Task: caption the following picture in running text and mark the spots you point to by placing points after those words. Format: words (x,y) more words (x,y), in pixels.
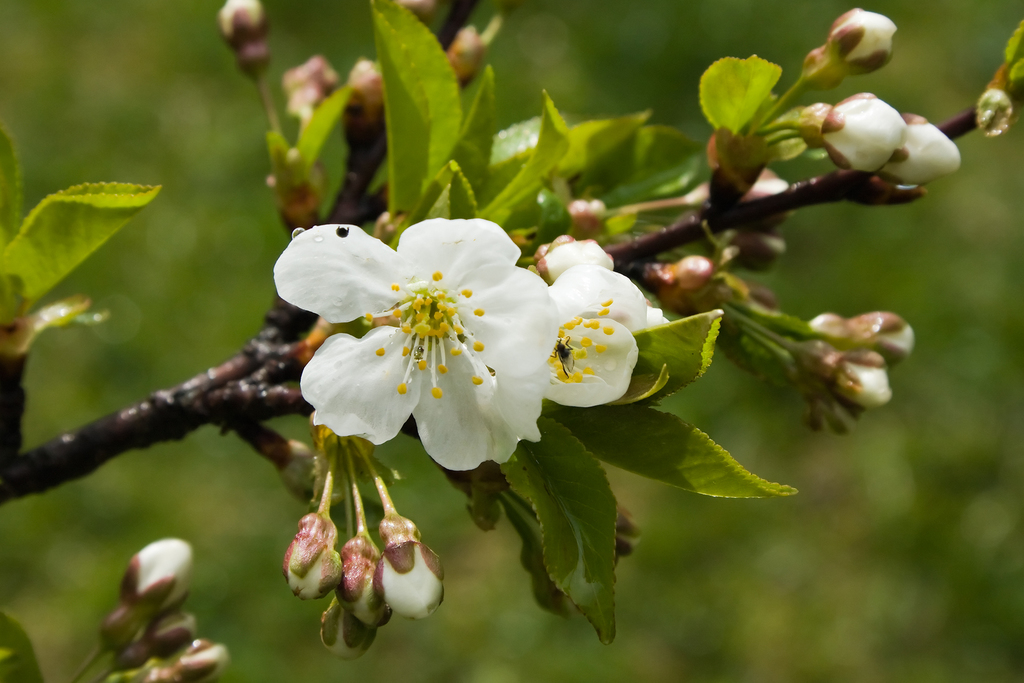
In the picture we can see a stem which to it, we can see some leaves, flower buds (381,601) and flowers (425,333) which are white in color and behind we can see some plants (273,491) which are invisible.
